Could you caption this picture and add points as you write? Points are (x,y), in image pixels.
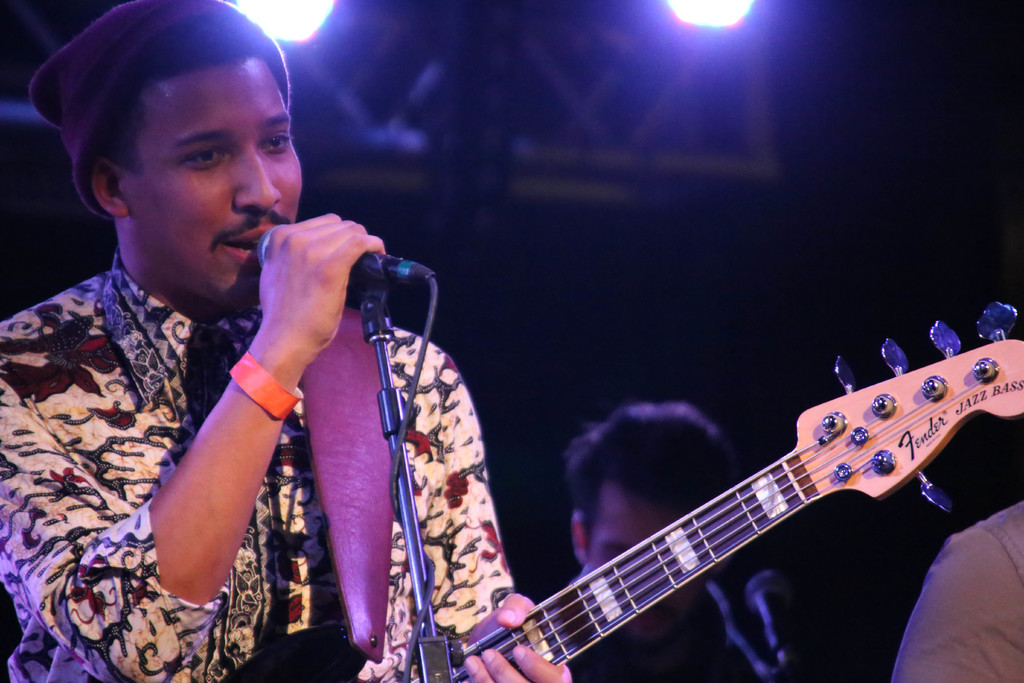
In this image I can see a man (117,407) on the left side (185,298). I can see he is holding a mic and a guitar (584,623). I can also see he is wearing a cap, a shirt (194,336) and an orange colour band (274,378) on his hand (261,360). On the bottom side of the image (585,523) I can see a man (714,435) and a mic (787,643). On the top side of the image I can see two lights (278,3) and on the bottom right side of the image (971,547) I can see a cloth (950,535).
